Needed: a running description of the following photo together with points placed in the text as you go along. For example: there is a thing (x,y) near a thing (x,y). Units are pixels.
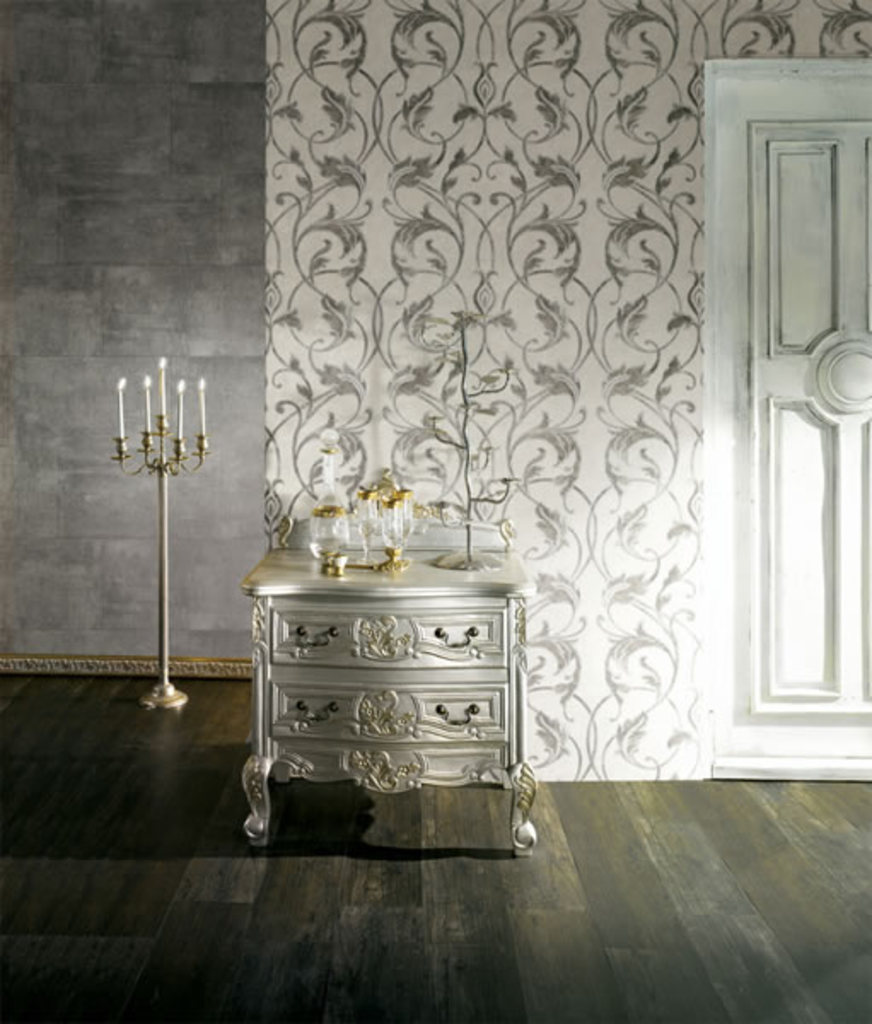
In this image I see a table (493,528) and there are few things (335,431) on it and there is a stand (161,509) with candles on it and I can also see there is a wall (648,217) and the door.
